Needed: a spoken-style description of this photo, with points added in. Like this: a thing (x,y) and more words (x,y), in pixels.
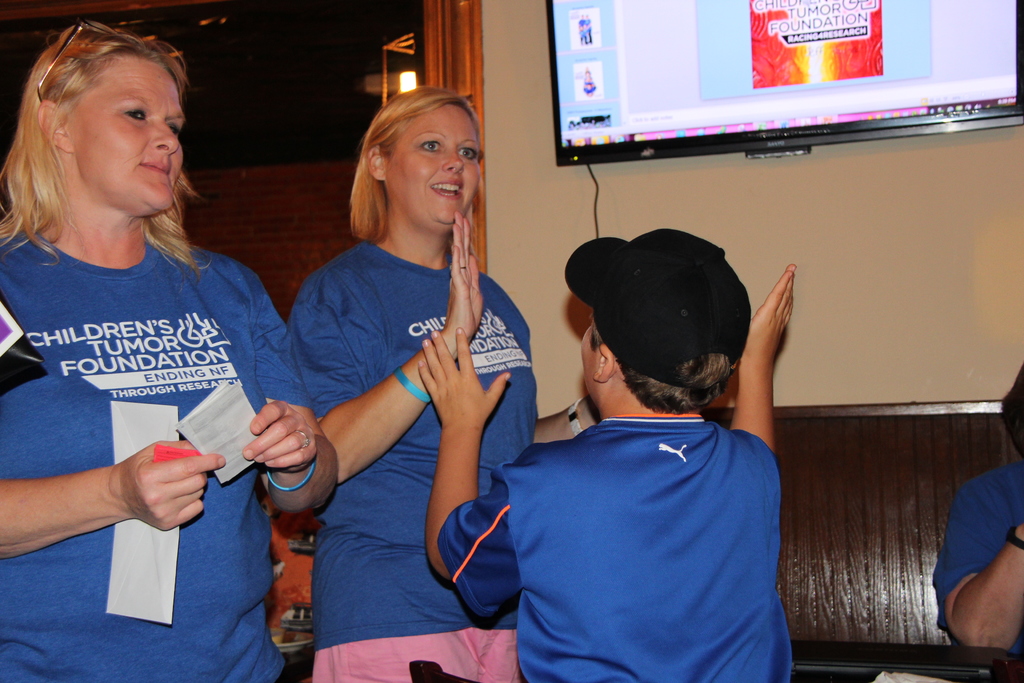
In this picture we can see some people (414,492) are standing, on the right side (867,360) there is wall (955,307), we can see a screen (748,147) on the wall (948,296), in the background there is a light (409,74), we can see a dark background (255,66), a woman (172,307) on the left side (201,454) is holding a paper (232,440).
